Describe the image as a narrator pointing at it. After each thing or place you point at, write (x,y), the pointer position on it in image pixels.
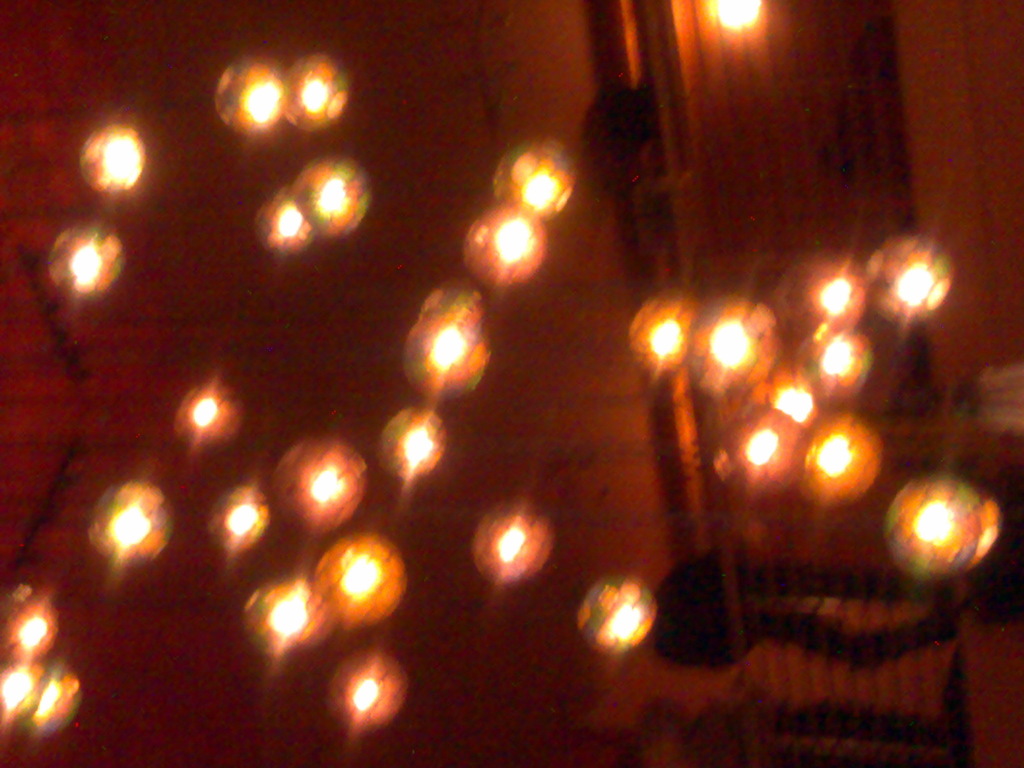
In the picture we can see a ceiling (105,598) to it we can see many lights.
